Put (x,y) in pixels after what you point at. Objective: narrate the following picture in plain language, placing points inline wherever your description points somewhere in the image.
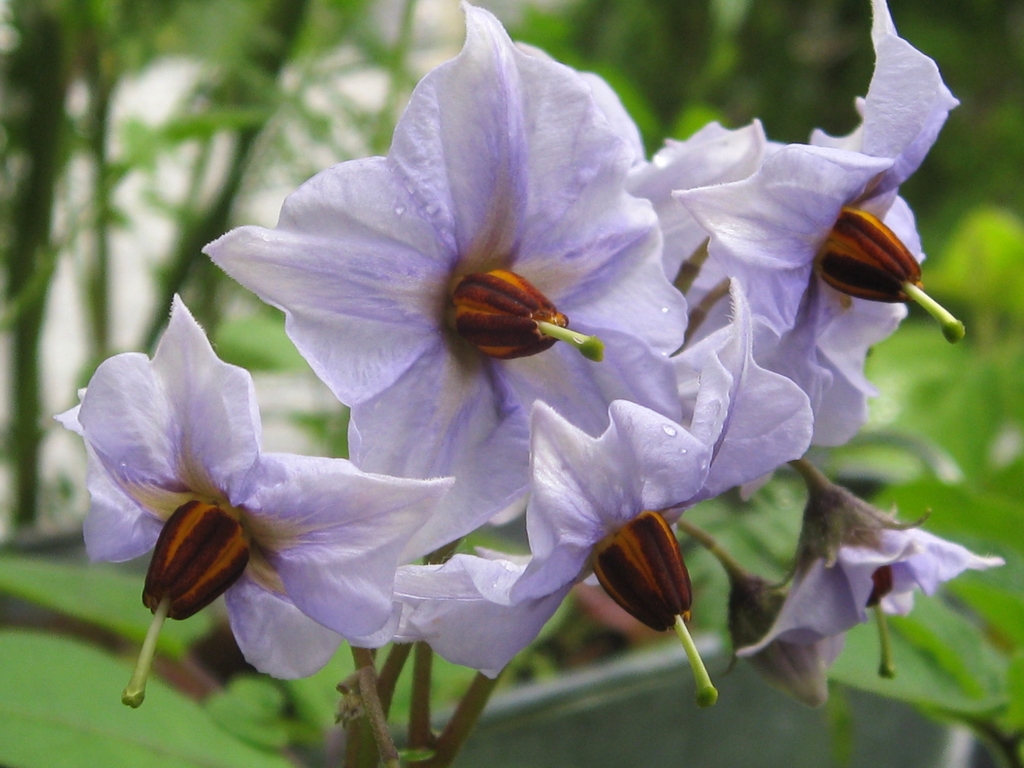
We can see flowers (583,154). In the background (138,90) it is green.
